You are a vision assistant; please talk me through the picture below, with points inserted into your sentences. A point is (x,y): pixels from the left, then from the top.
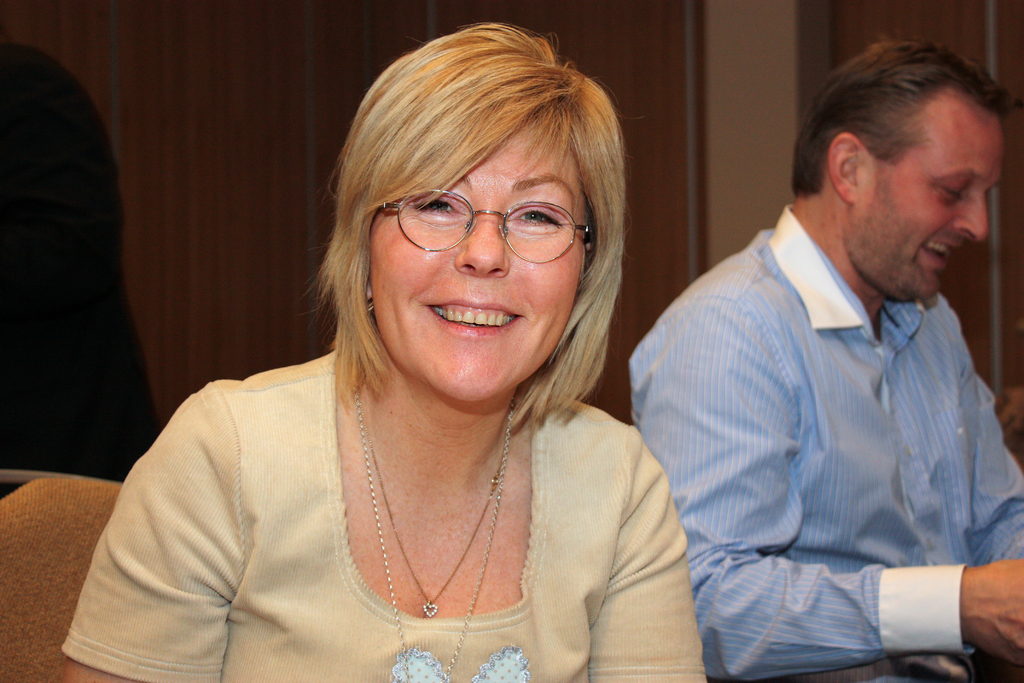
In the picture I can see a woman (316,681) in the middle of the image (533,354) and she is smiling. I can see the chains (378,463) on her neck (421,460) and spectacles (520,252) on her eyes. I can see a man (886,317) on the right side (823,405). He is wearing a shirt (808,419) and he is smiling as well. There is a person (63,92) on the left side (15,394) though face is not visible. In the background (147,155), I can see the wooden cabinets (152,156).
